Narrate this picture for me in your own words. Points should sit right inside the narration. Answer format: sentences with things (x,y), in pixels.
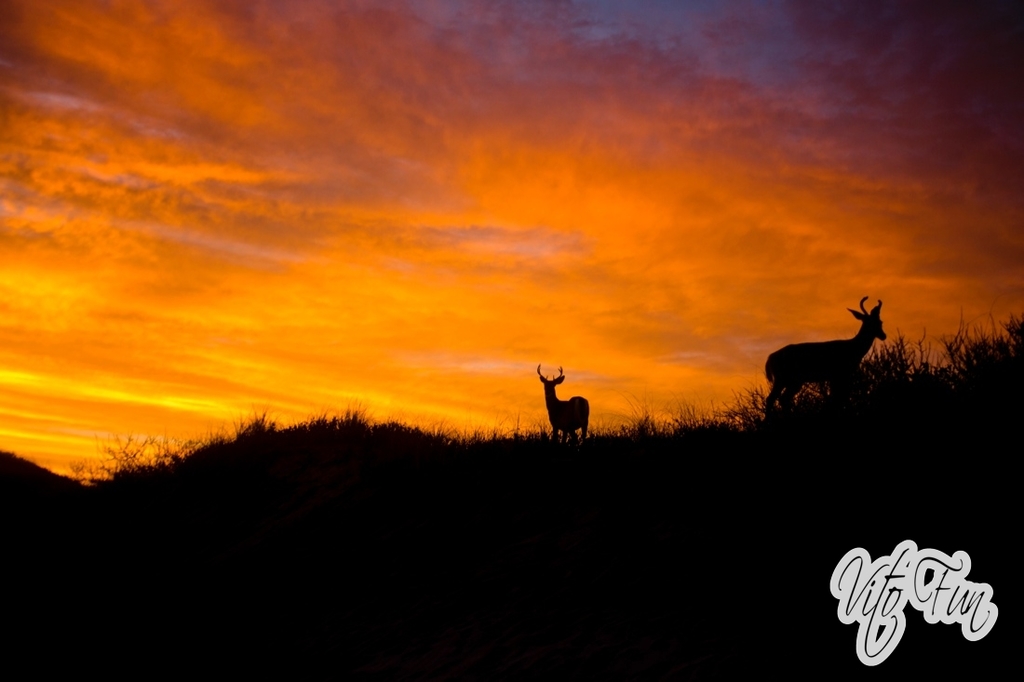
In this image I can see two animals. In the background (476,185) the sky (391,185) is in orange, blue and gray color.
